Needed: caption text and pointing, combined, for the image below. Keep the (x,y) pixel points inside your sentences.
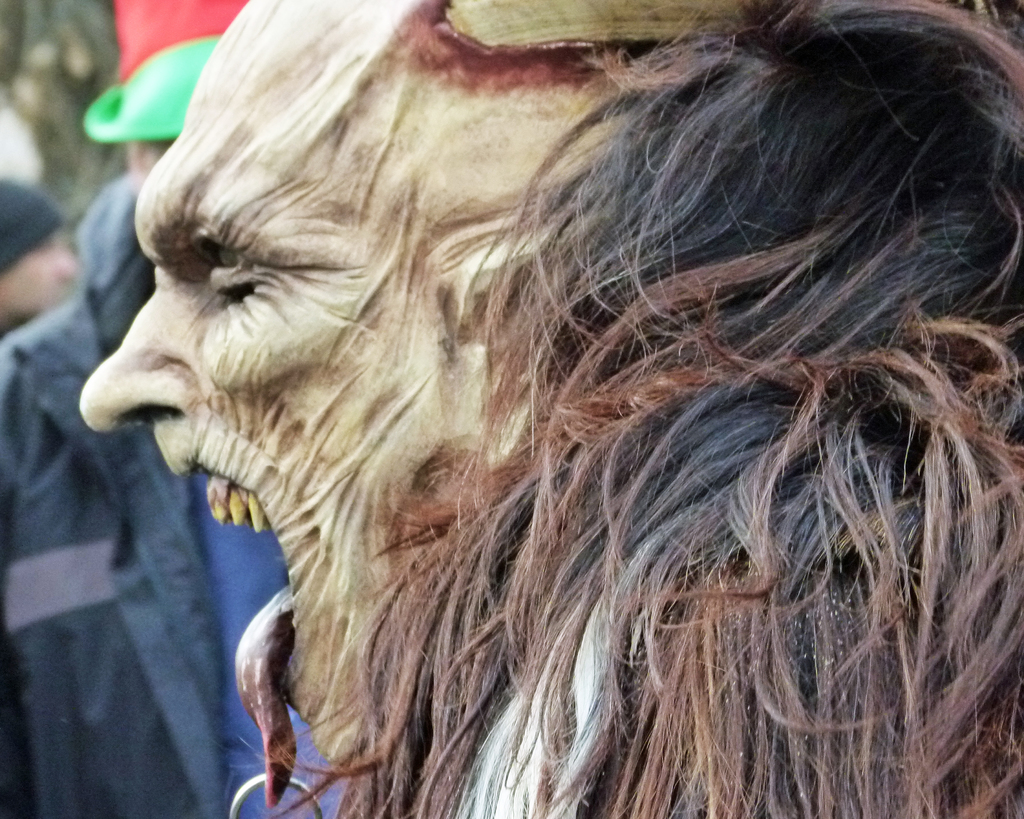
In this image I see a person (437,184) who is wearing a mask (386,267) and I see a thing (321,808) on the tongue (249,663). In the background (229,587) I see another person (139,438).
